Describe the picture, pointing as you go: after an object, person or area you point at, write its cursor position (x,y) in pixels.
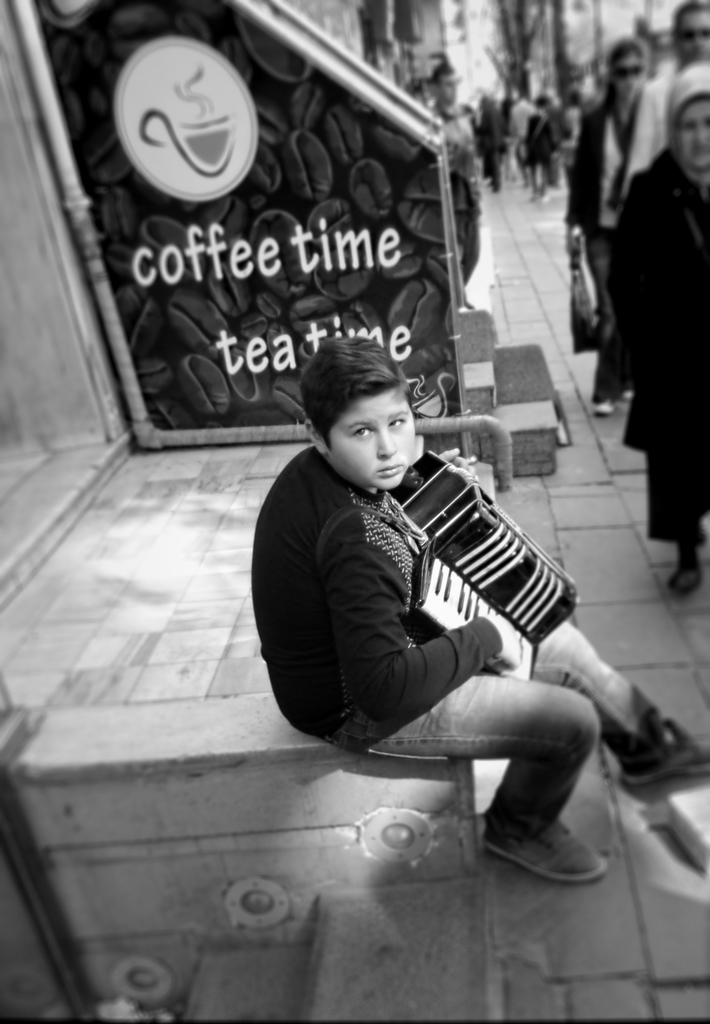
In this image we can see a boy (319,475) playing the accordion (550,586). Here we can see a few people (498,174) walking on the side of the road (635,552). Here we can see the staircase (555,403) on the side of the road (619,408). Here we can see the pipeline (47,87) on the wall (11,207).
